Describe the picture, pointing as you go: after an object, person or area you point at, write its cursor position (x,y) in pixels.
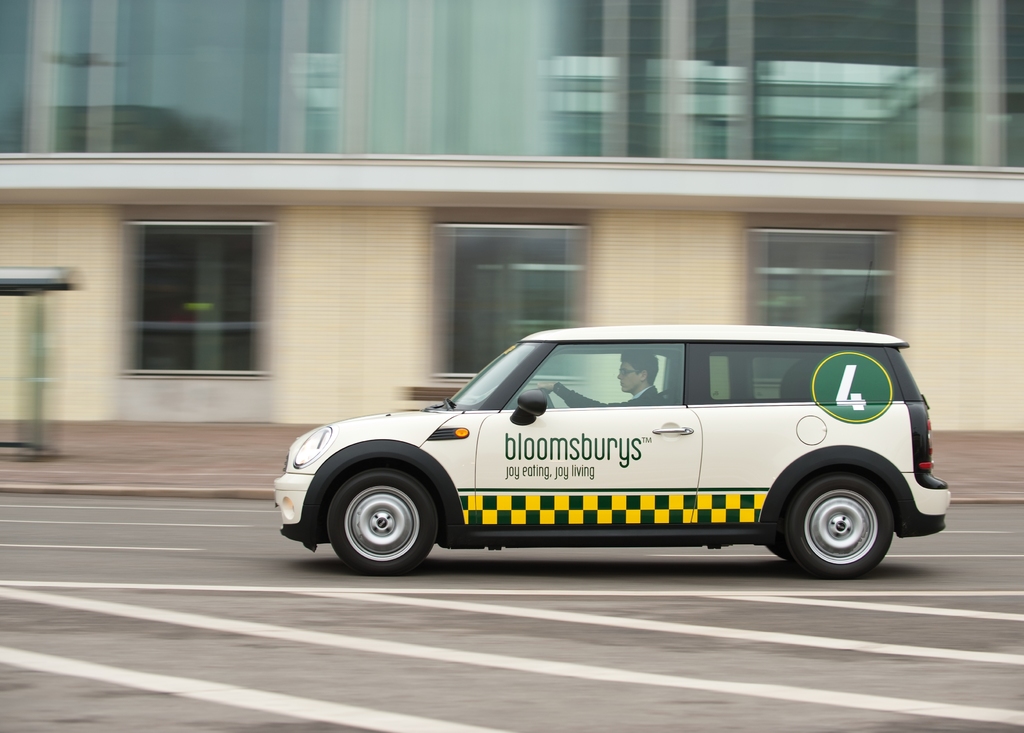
There is a person (587,405) riding a car (621,422) which is in white color is on the road (564,550) and there is a building (508,189) beside him.
